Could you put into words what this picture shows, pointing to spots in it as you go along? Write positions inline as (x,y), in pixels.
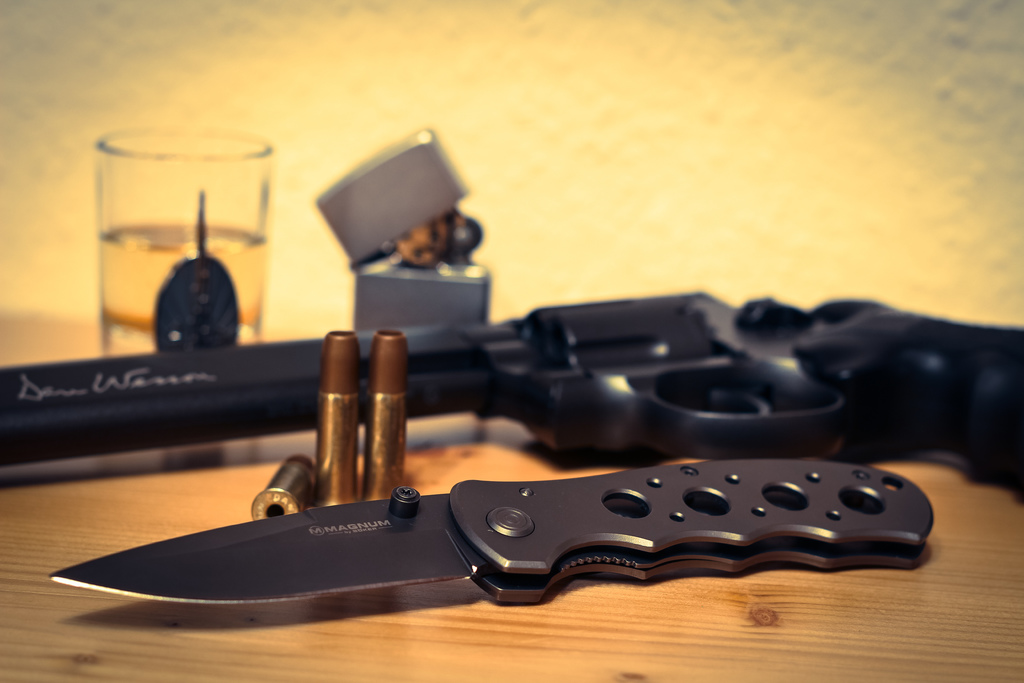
There is a knife (426,545), bullets (325,420), gun (547,331), glass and lighter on the wooden surface (700,671), it seems like a wall (575,220) in the background area (552,194).
